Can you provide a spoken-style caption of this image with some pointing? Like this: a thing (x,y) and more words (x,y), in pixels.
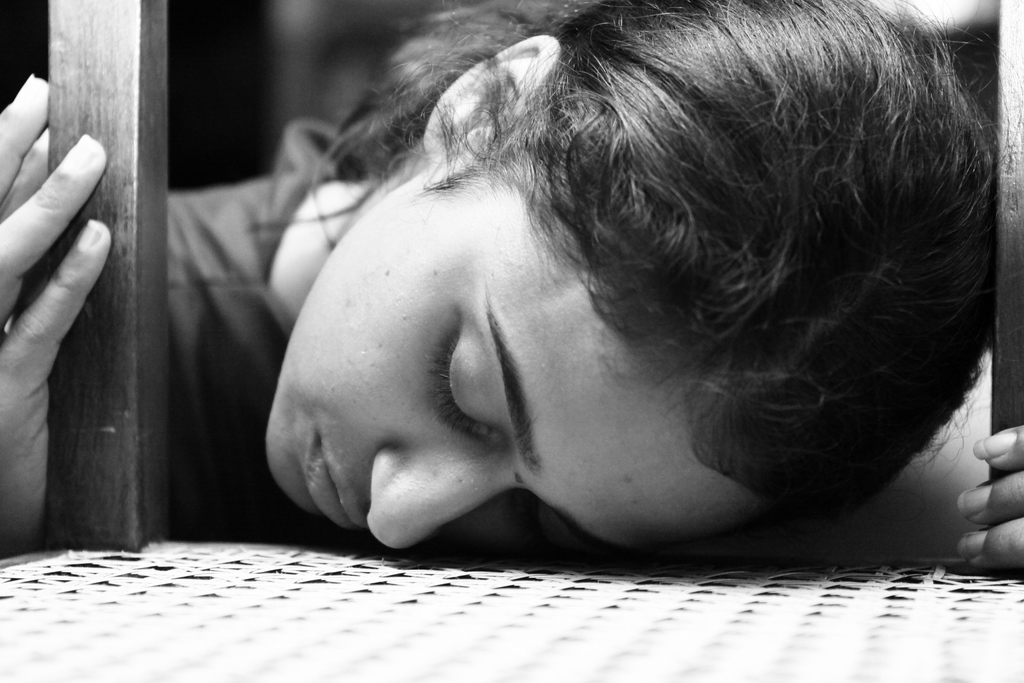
In this picture we can see a woman (407,472) sleeping on the chair (767,572). Behind there is a blur background (298,50).
